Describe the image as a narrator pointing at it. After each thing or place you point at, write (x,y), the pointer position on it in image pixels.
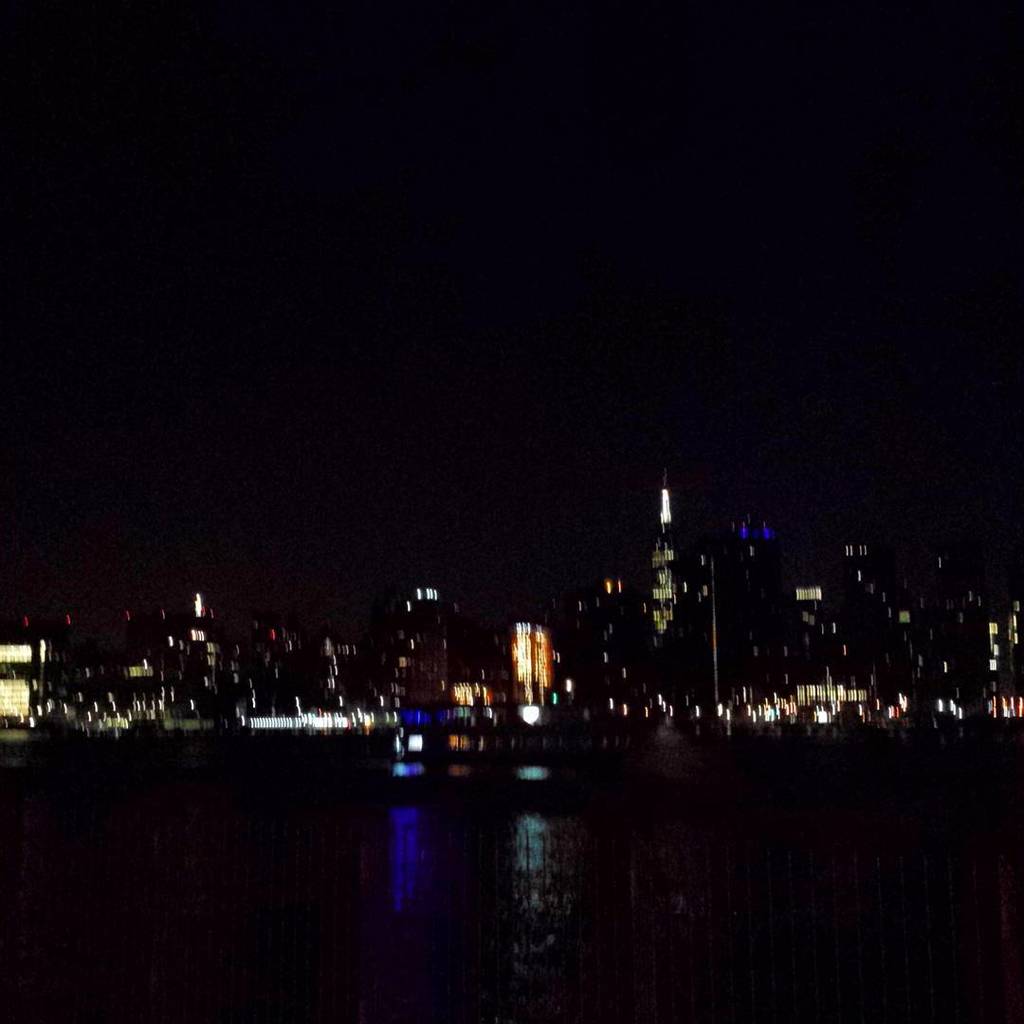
This is an image clicked in the dark. At the bottom (458,864), I can see the water (490,842). In the background (484,628) there are many buildings (405,716) along with the lights (12,704).
